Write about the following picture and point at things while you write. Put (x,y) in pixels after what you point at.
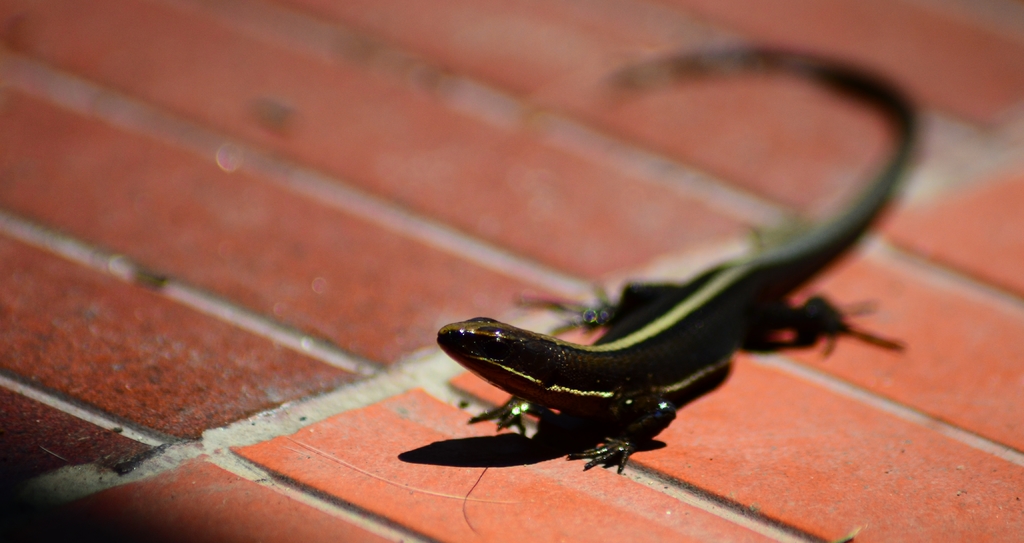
In this picture we can see a lizard (512,341) on the surface (529,83).
